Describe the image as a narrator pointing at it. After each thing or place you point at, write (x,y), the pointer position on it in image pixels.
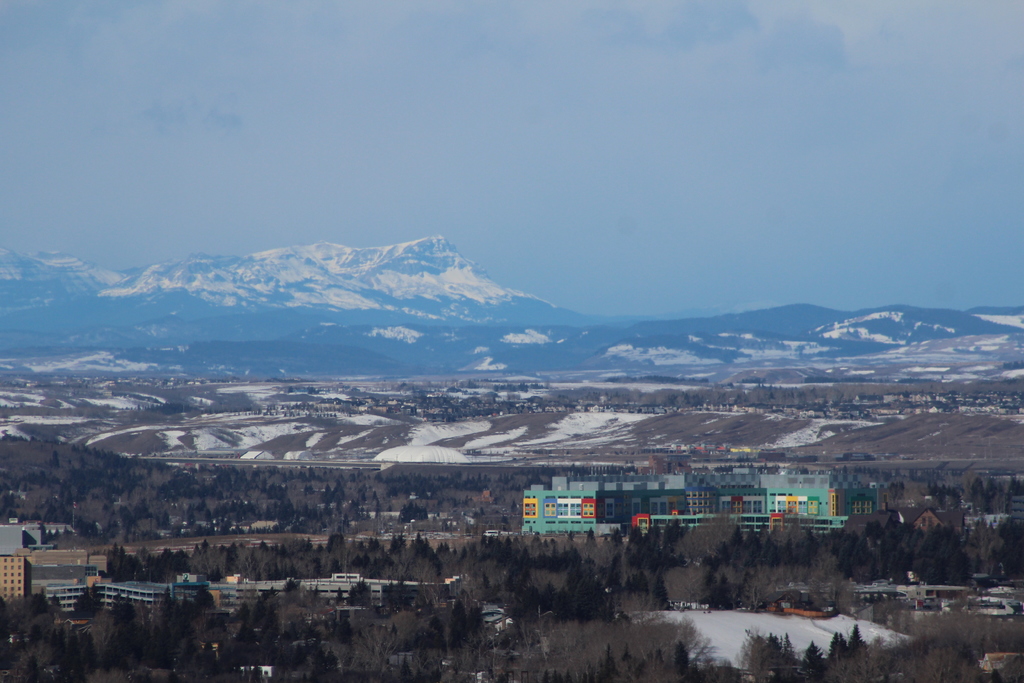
There are many trees (617,563) and buildings (856,493). Also there is snow (368,421). In the background (411,322) there are hills (338,457) and sky (500,128).
